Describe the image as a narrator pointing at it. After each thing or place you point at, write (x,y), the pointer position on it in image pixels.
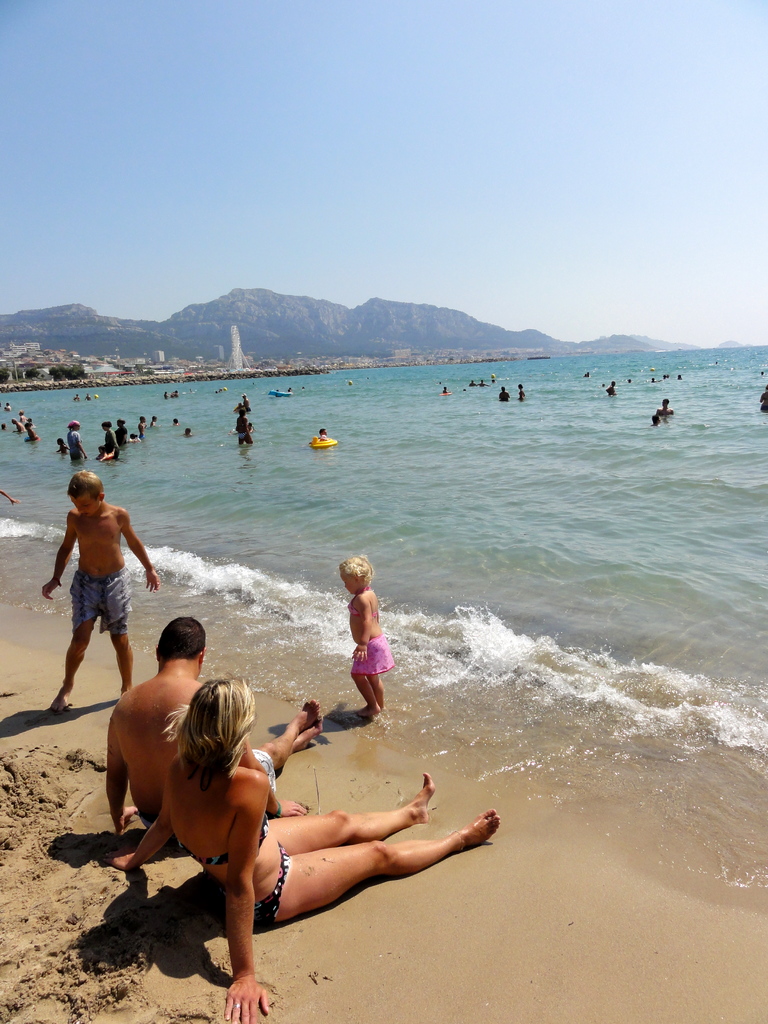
In this image we can see many people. Also there is a sea shore (328,617). In the back (228,348) there are hills (264,323) and there is sky (393,160).
